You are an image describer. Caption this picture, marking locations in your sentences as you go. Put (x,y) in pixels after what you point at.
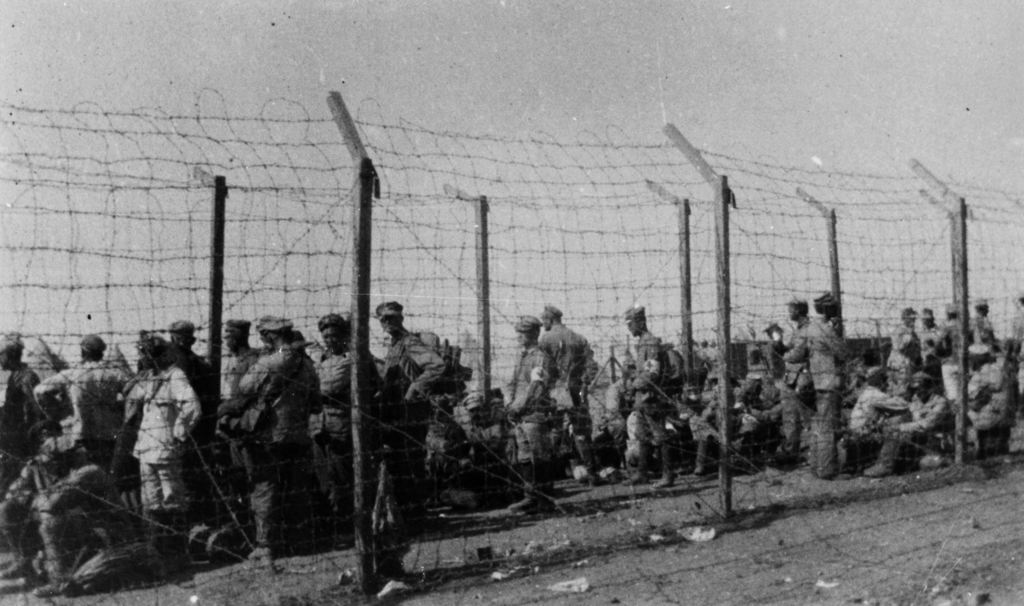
In this picture I can see there are a group of people (704,435) standing and there is a fence (369,276) and on the ground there is black soil (973,521) and this is a black and white picture. The sky (536,10) is clear.
